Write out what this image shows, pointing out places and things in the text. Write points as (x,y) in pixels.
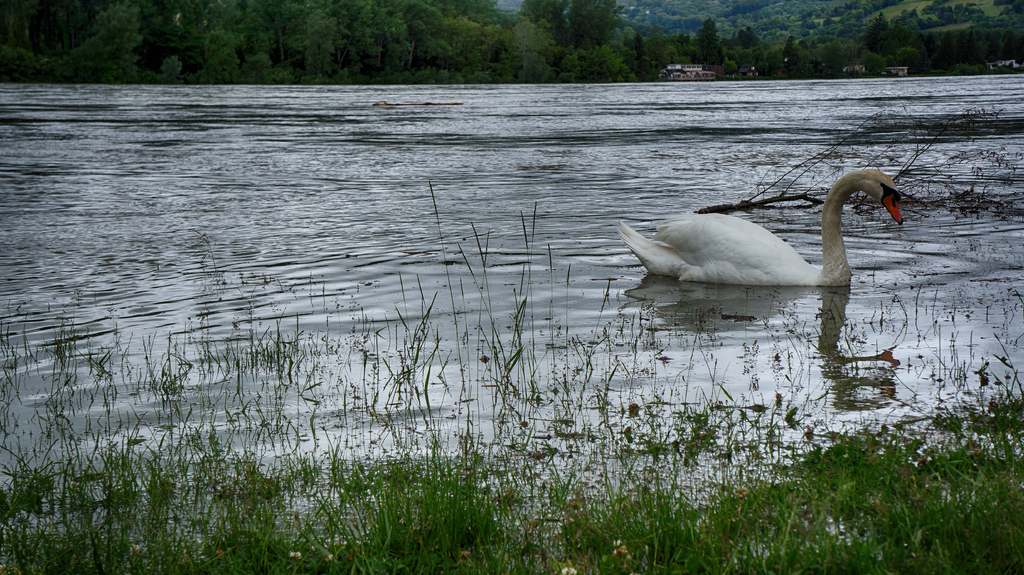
In this image, we can see a swan (657,256) on the water (547,367) and some part of it is covered with grass (852,517). In the background (624,35), there are trees (681,31) and we can see some sheds (704,70).
